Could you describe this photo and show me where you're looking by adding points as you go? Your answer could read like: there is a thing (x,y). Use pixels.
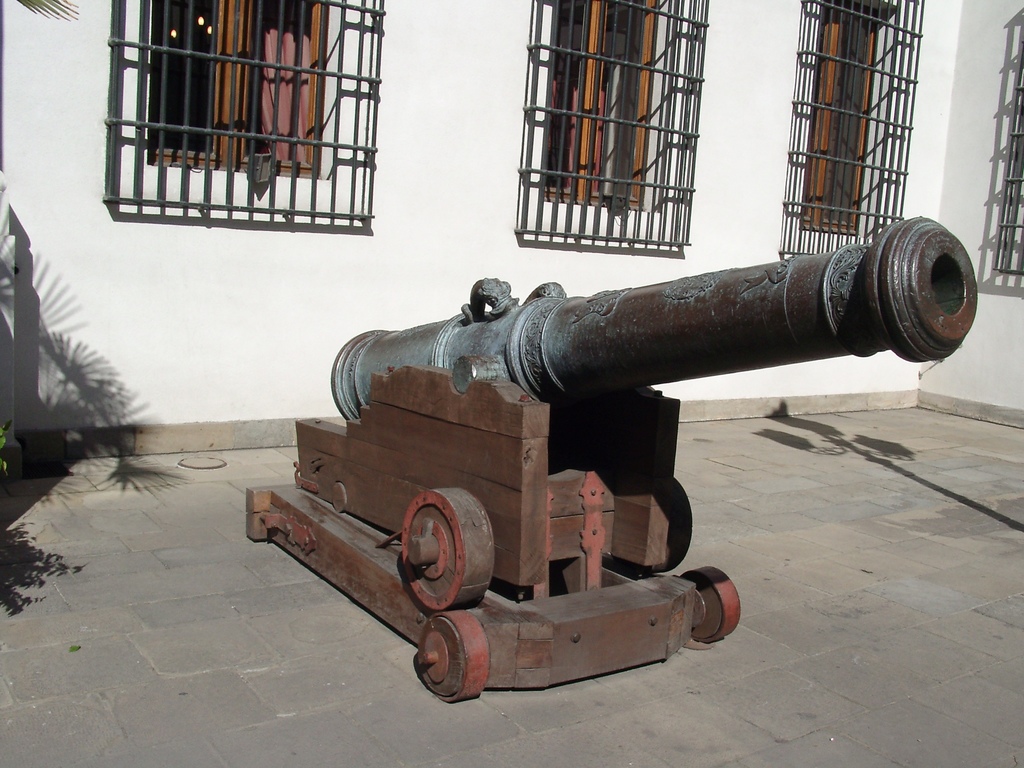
In this image there is a weapon (395,367) kept on the trolley (508,584) which is on the floor (701,535). Behind it there is a wall (991,170) having few windows (223,166) which is covered with metal grill (270,141). Behind the windows (199,106) there are curtains (294,75).
